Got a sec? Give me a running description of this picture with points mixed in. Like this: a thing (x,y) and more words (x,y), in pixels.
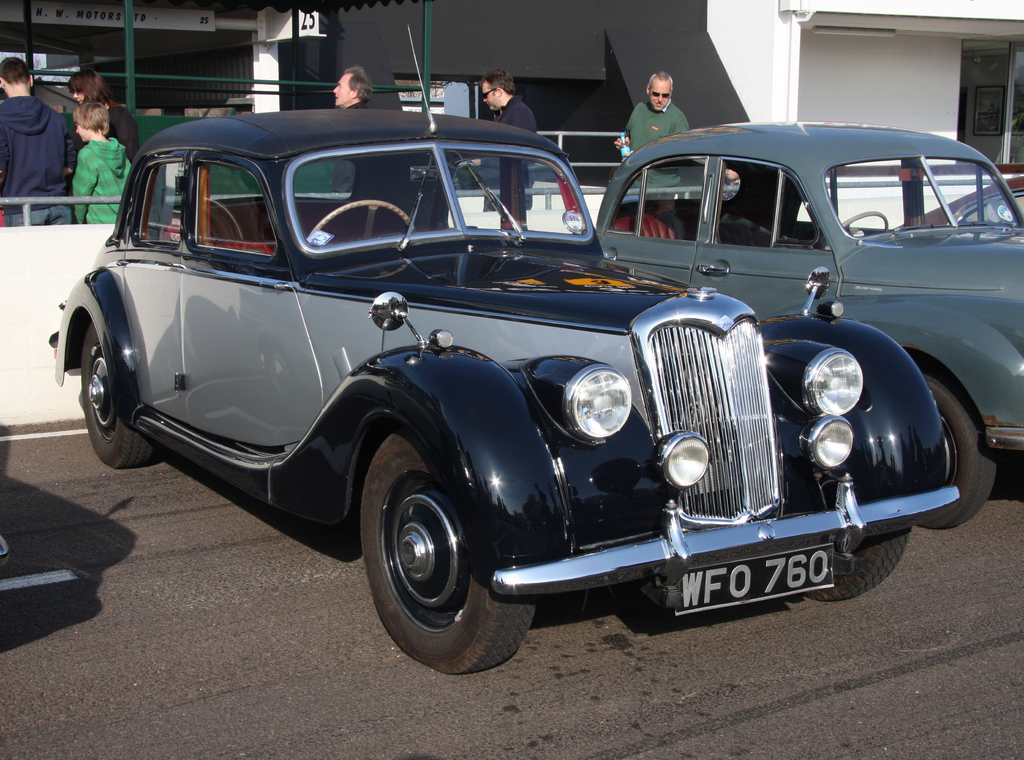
In this image we can see some cars (627,533) placed on the ground (540,645). On the backside (126,156) we can see some people (122,171) standing beside a wall (608,140). In that a man (648,128) is holding a bottle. We can also see some poles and a board (48,4) with some text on it. At the top right (998,128) we can see a frame (985,118) on a wall (967,127).
